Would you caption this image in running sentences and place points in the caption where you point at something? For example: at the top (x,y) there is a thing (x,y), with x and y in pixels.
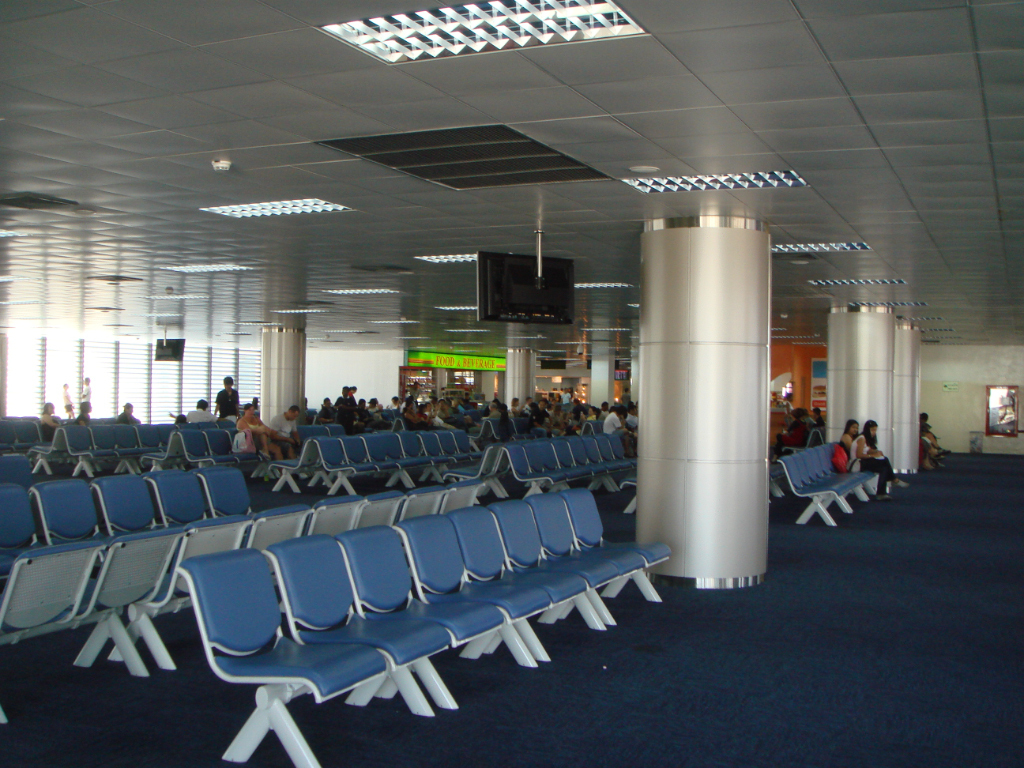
In this picture I can observe few people (256,416) sitting on the chairs (198,428). In this picture I can observe blue color chairs (537,465). I can observe a television (522,293) fixed to the ceiling (512,329) in the middle of the picture (531,295). On the right side (951,401) I can observe wall (953,406).
